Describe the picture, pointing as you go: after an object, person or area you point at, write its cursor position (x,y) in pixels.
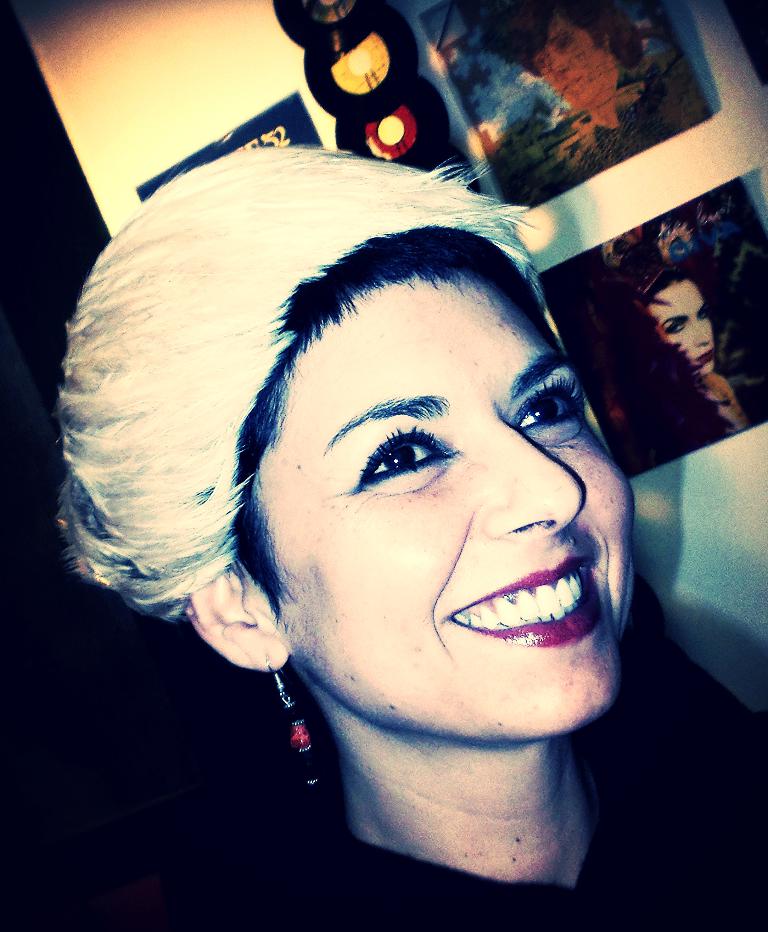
In this image a lady (481,533) is smiling. In the background (513,144) on the wall (220,105) there are pictures (657,317), records (396,77).
